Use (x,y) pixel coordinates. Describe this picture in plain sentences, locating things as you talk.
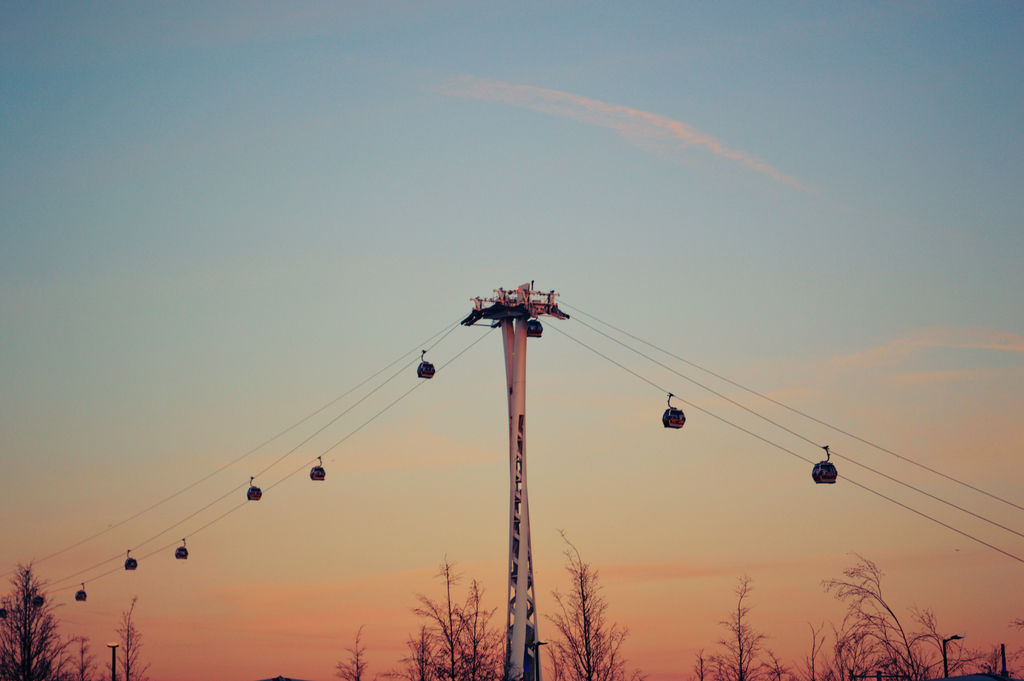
In this picture there are cable cars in the center of the image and there are plants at the bottom side of the image (23,569) and there is sky (529,146) at the top side of the image (381,73).
